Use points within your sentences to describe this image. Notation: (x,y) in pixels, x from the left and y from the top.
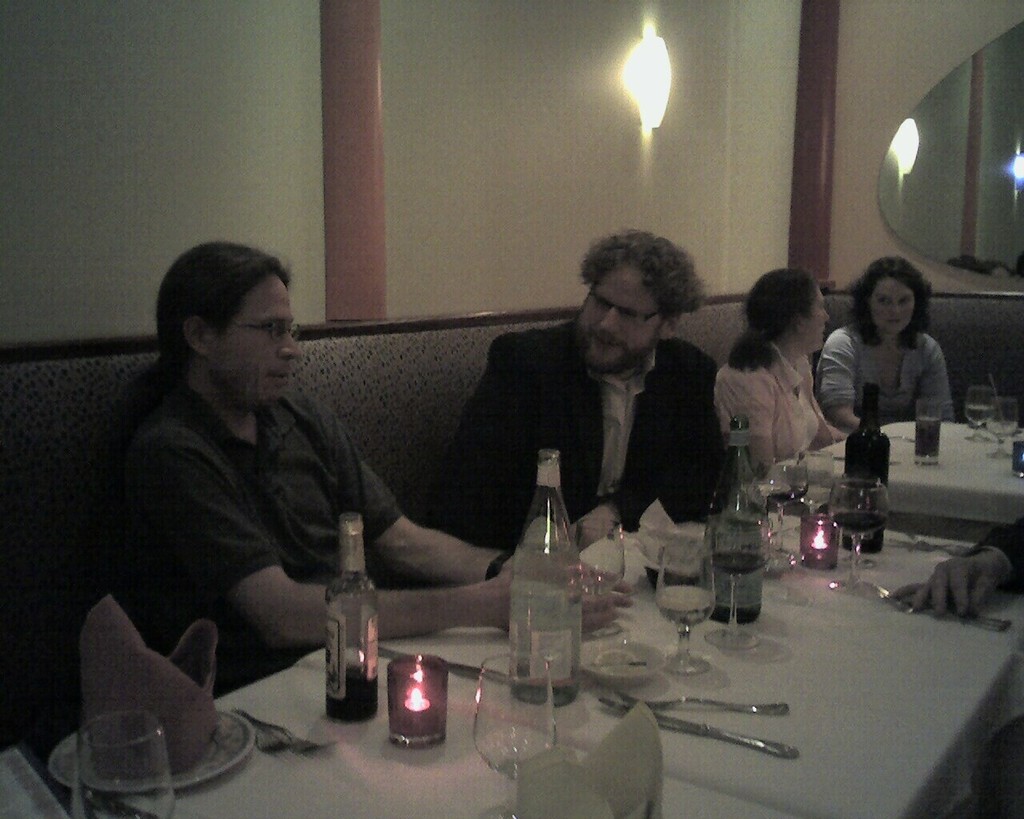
Here we can see a group of people (511,371) are sitting on the sofa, and in front (763,658) here is the table (840,637) and wine bottles (350,536) and glasses (929,429) and some objects (642,571) on it, and at back (716,66) here is the wall (389,138), and here is the light (637,53).
